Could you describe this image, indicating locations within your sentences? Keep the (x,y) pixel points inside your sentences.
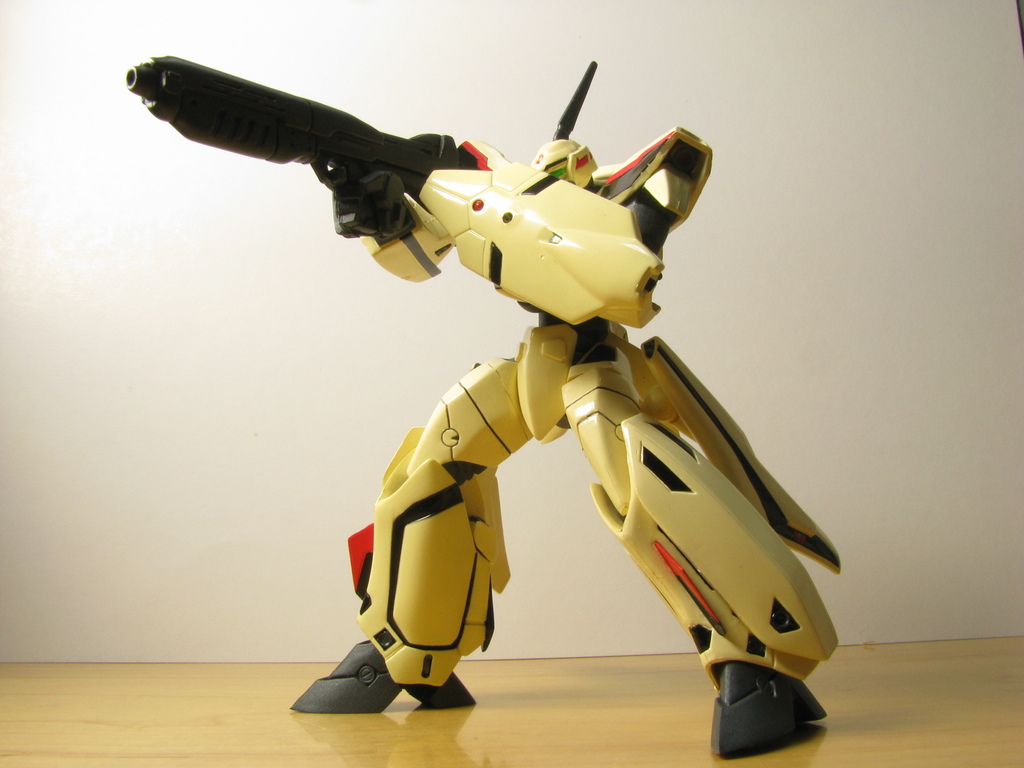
In this image there is a person toy (738,596) holding a gun (397,164) is on the floor (541,680). Background (63,505) there is wall (348,600).
